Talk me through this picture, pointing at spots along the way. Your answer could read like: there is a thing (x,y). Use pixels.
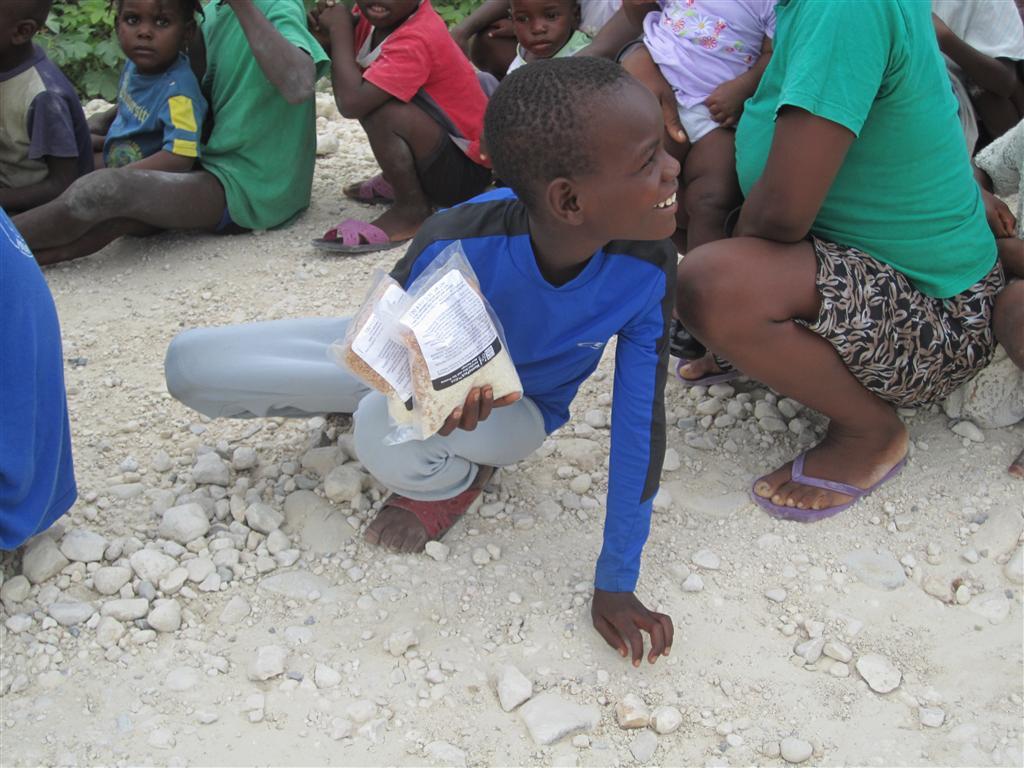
In this picture we can see lot of kids (719,222), a woman (909,119). At the bottom (148,540) we can see soil (348,626) and stones (357,572). In the middle of the picture (426,334) the person (525,267) is holding packets (401,428). At the top (60,47) there are plants (60,47).
